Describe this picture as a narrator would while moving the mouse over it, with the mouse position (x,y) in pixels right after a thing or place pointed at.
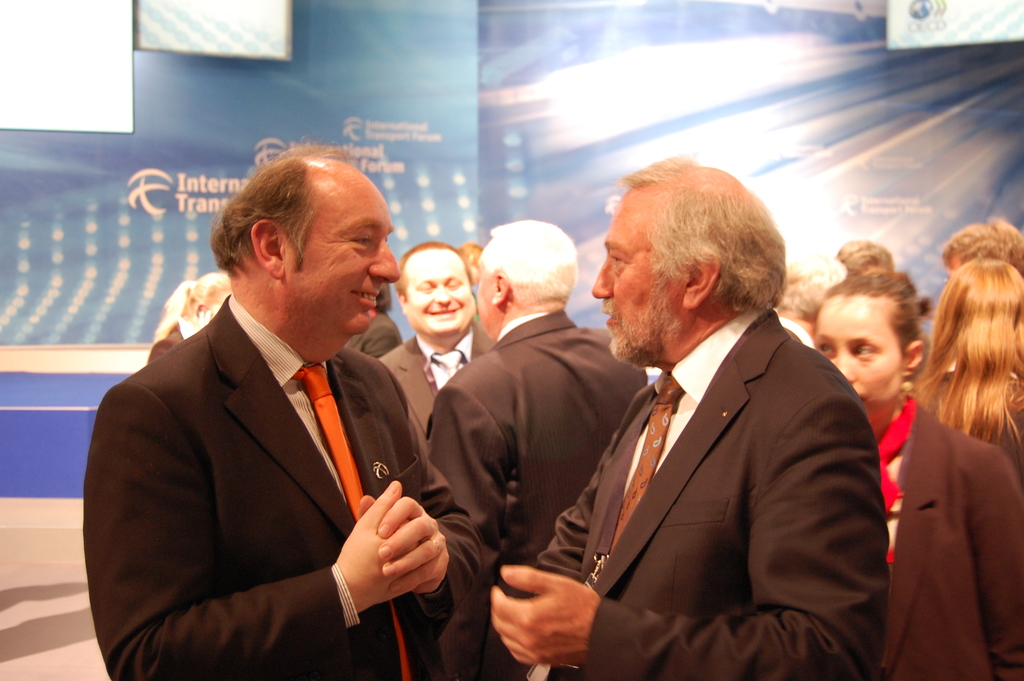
In the picture we can see some group of people (544,429) standing most of them are wearing suits (508,428) and in the background (239,143) there is some different color sheet (545,92).
